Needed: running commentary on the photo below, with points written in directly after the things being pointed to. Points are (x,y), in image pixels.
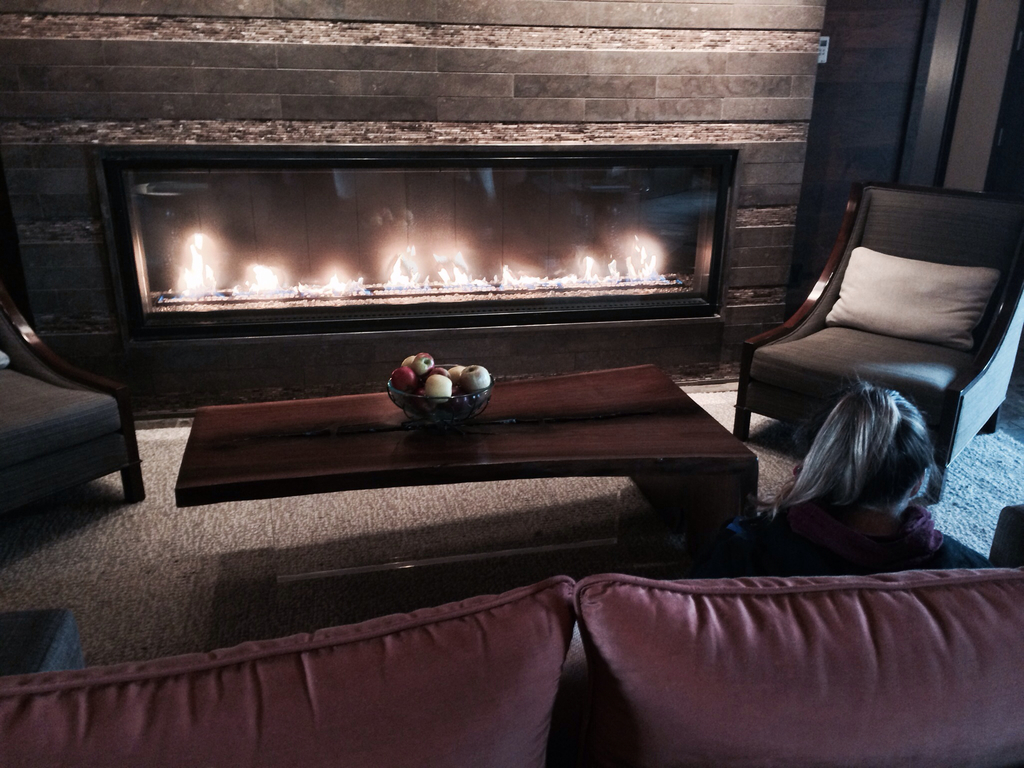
This picture is consists of a room (217,278) where, there is a table (223,498) at the center of the image (626,409), on which there is a fruit basket (412,361), there is a door (870,29) at the right side of the image (870,29), there is a girl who is sitting on the floor (733,405) at the right side of the image (846,478).
